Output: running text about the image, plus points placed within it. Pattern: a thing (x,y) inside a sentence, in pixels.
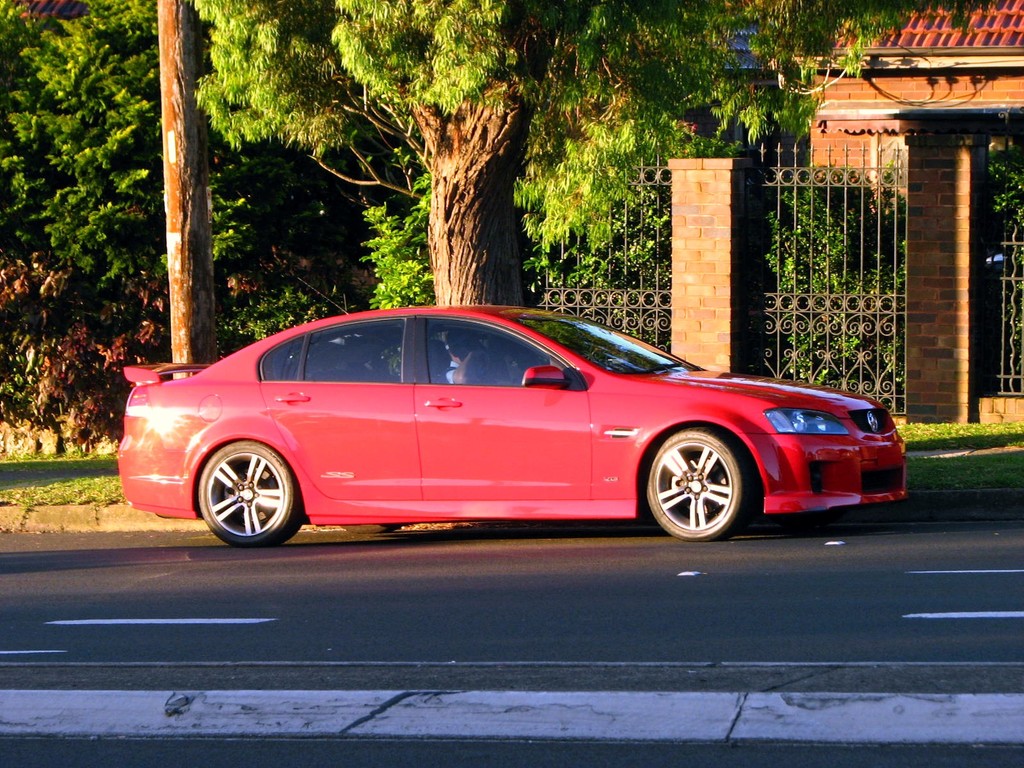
In this image we can see a red color car (515,376) on road (312,563). Behind it trees (210,125) are there and one building (888,78) is present.
